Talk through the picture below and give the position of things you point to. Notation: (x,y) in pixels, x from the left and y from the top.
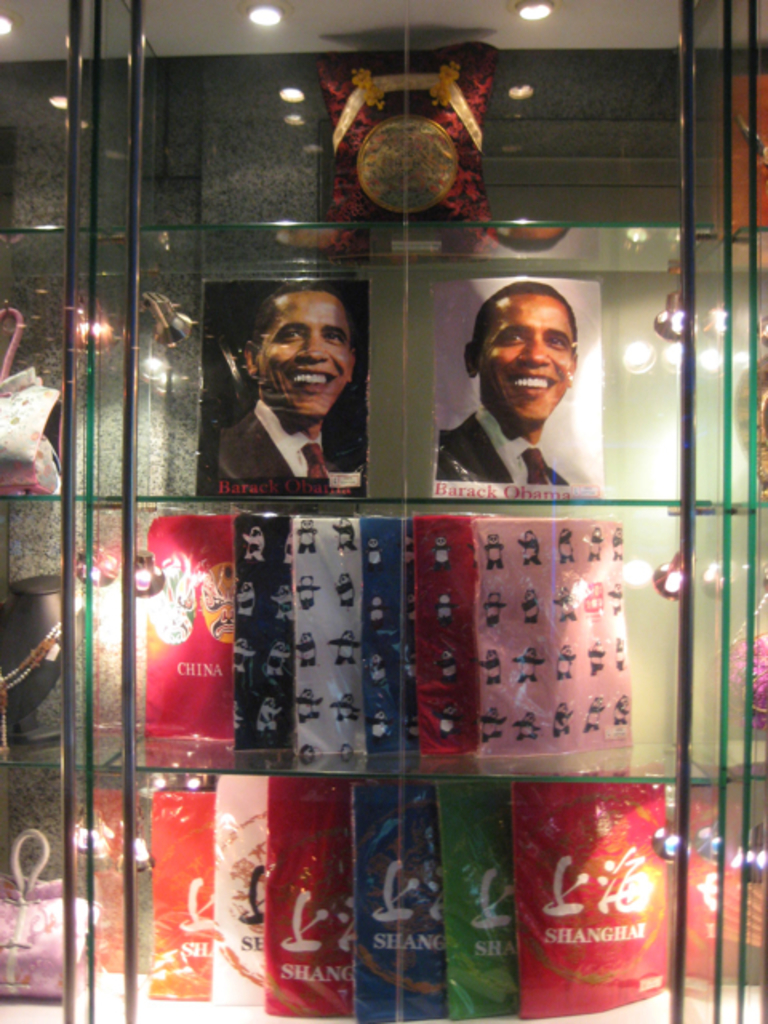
This picture is an inside view of a store (583,215). In this picture we can see the boards (486,661), bags (56,928), chain (43,656), pillow (333,228) in the shelves (650,1012). At the top of the image (298,6) we can see the roof (307,33) and lights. In the background of the image (125,192) we can see the wall (375,386).
